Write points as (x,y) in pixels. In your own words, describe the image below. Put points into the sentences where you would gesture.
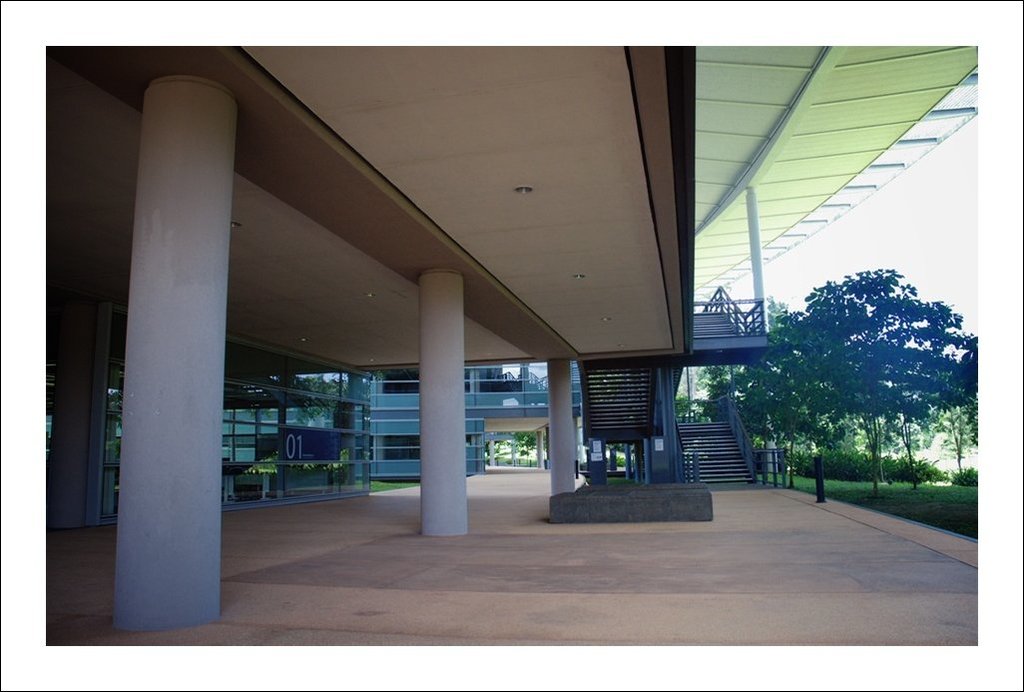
In the foreground of this image (477,604), there is the floor (225,540) and the pillars (422,497). In the background (646,415), there are stairs (731,335), trees (857,408), grass (916,513), a bollard (825,498), a gray object (643,504), building (510,413) and the sky (916,252). On the top (824,107), there is the ceiling (747,82) of the building (783,122).
